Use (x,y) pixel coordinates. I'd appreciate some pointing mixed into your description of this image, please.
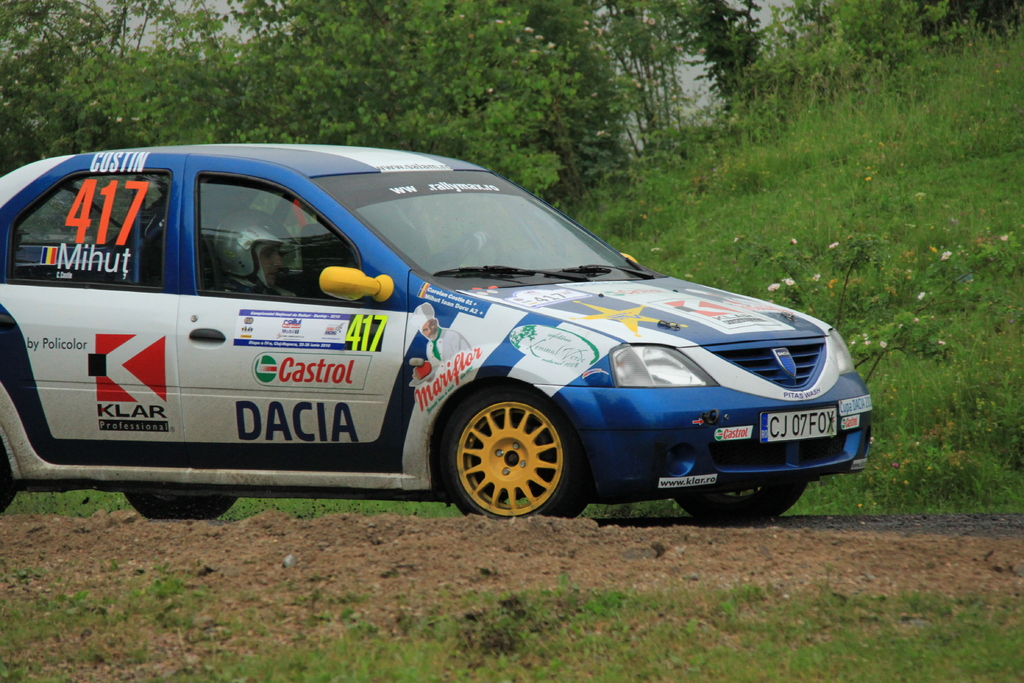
This image consists of a car (443,425) on the ground (488,580), grass (595,679), plants (519,106), trees (616,119) and the sky (685,89). This image is taken may be during a day.
